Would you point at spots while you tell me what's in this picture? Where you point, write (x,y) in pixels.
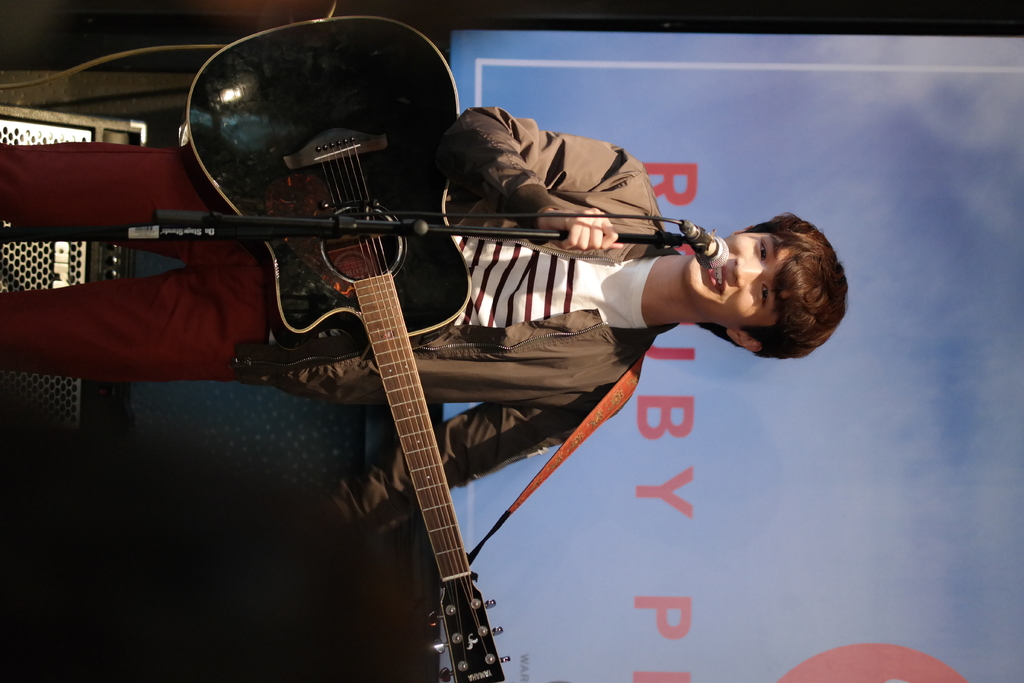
In this picture we can see a person (630,367) and the person (501,319) is holding a guitar (374,318) and a microphone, in the background (839,452) we can see a screen (839,452) and we can find some text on it.
